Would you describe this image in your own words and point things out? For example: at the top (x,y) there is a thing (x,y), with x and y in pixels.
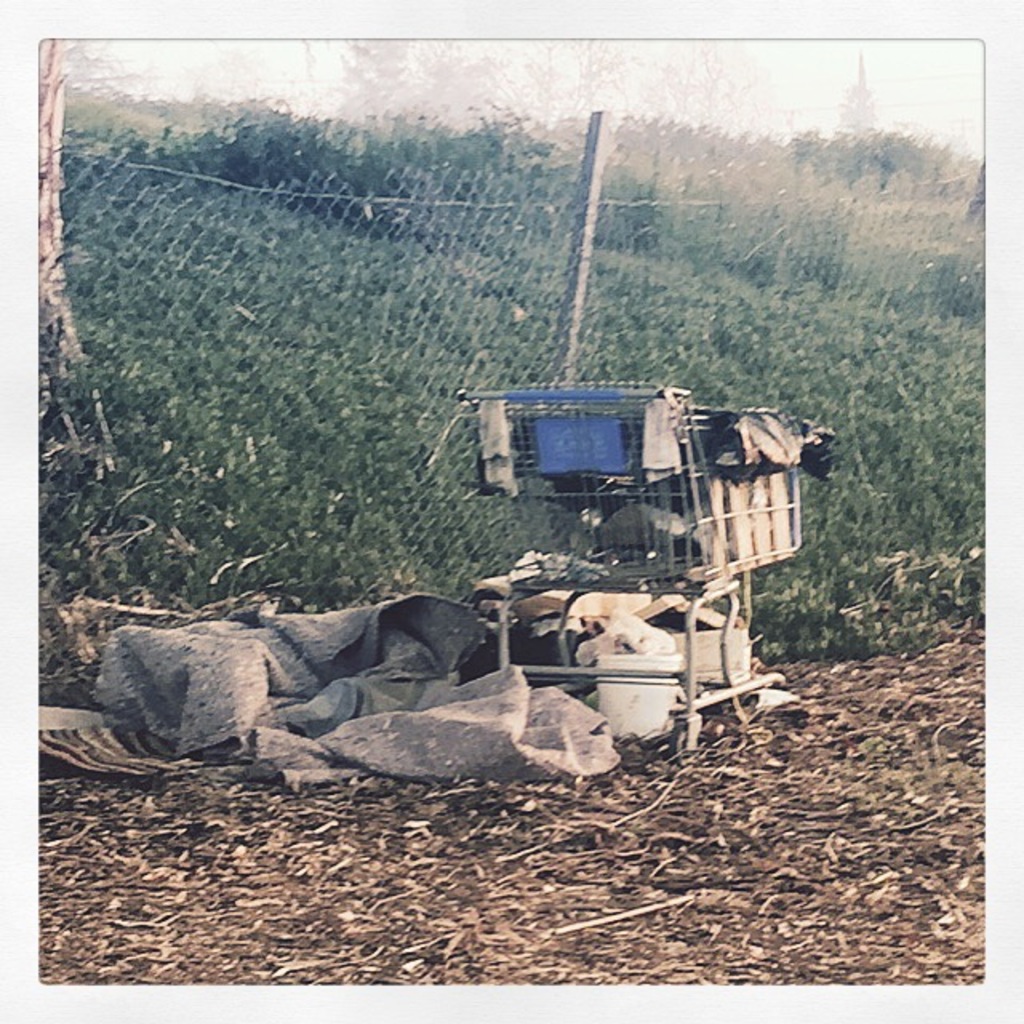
In this image I can see the trolley (714,697), white color bucket (609,699) and some objects (560,693) on the ground (768,802). In the background (422,421) I can see the net fence (334,423), many trees (429,173) and the sky (224,55).
